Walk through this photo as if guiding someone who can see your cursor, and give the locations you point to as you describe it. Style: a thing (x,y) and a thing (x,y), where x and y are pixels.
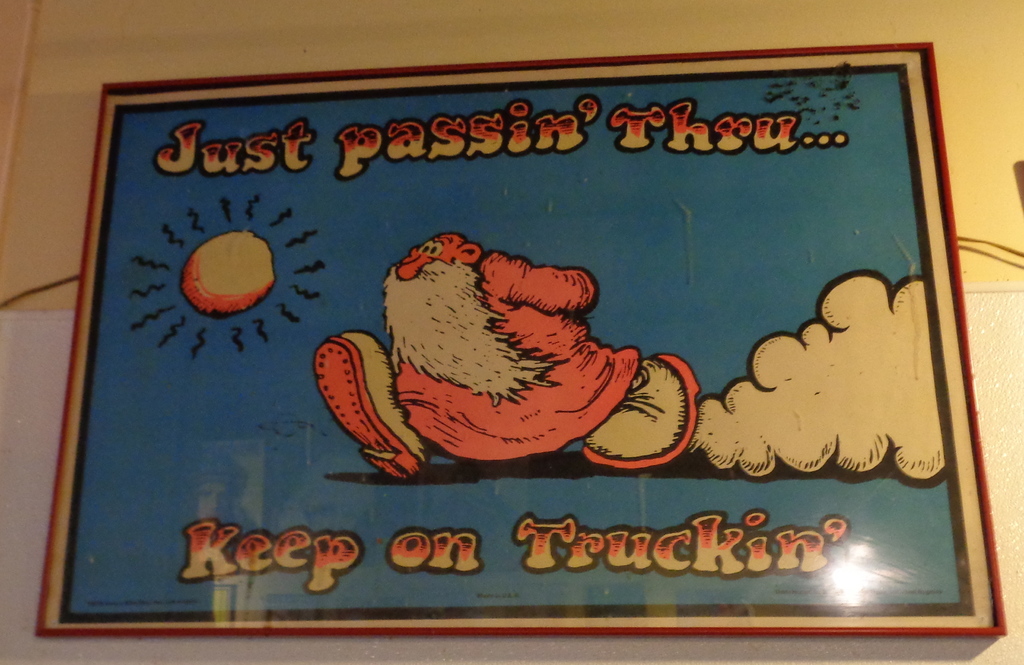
In the center of the image (604,342) there is a frame (650,444) with a text (575,523) and the diagram (588,317) and the frame (417,139) is attached to the wall (954,116).
